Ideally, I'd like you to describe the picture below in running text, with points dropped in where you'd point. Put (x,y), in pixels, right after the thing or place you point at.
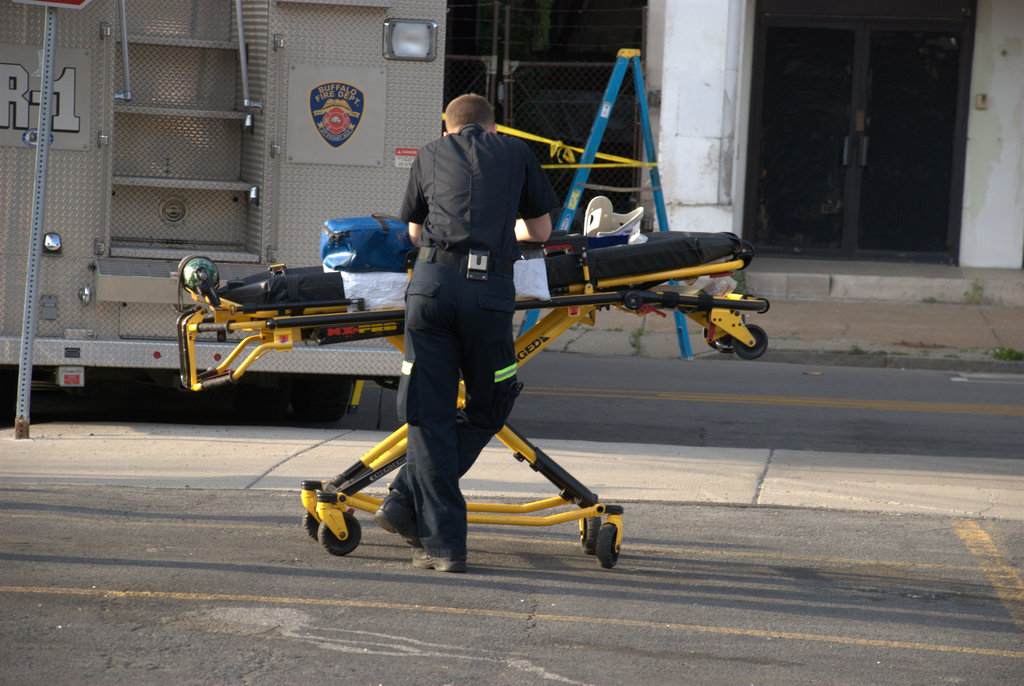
In the picture I can see a man (484,343) is standing on the ground (548,663). In the background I can see some objects (402,293) on the ground (549,677).
